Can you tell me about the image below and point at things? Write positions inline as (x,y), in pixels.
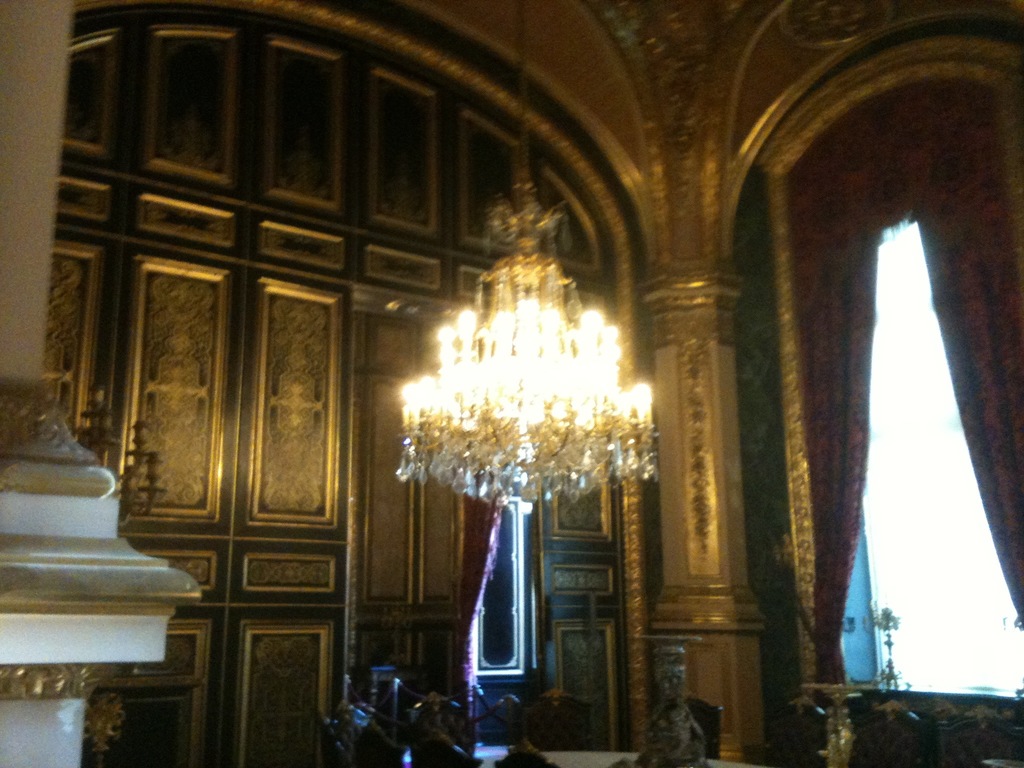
In this picture I can observe a chandelier (569,388) in the middle of the picture (514,426). On the left side (10,519) I can observe a pillar (38,617). On the right side (836,592) there are curtains (960,306). In the background (174,284) there is a wall (324,371).
